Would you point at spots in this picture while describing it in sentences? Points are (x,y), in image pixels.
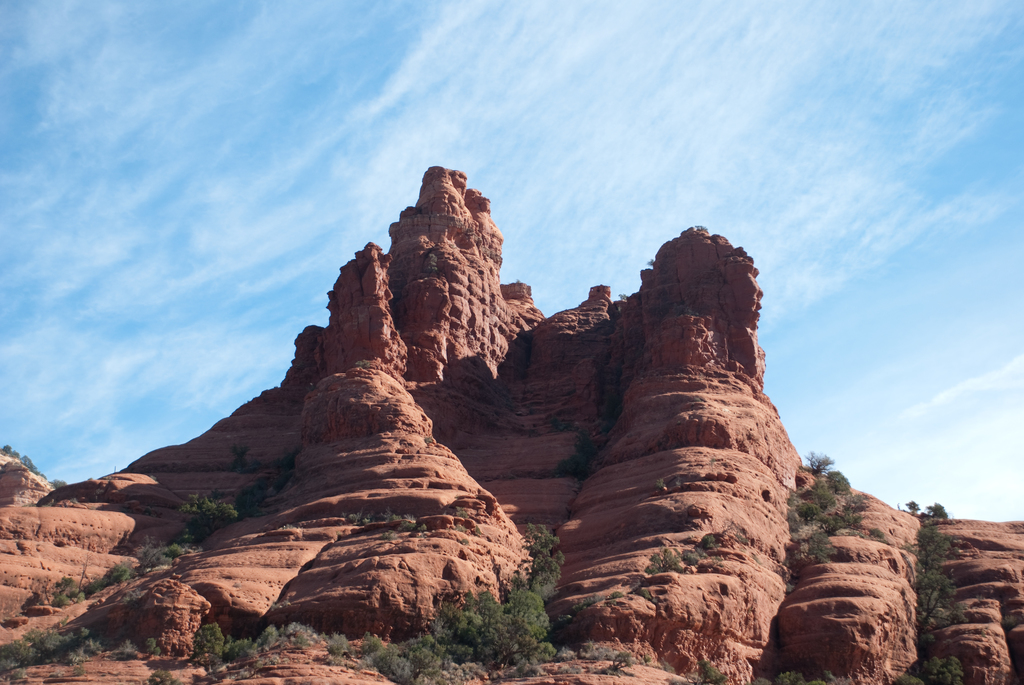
In this image there are trees (484,623) and plants (481,595) on the hill (452,304), and at the background (198,100) there is sky (106,216).
